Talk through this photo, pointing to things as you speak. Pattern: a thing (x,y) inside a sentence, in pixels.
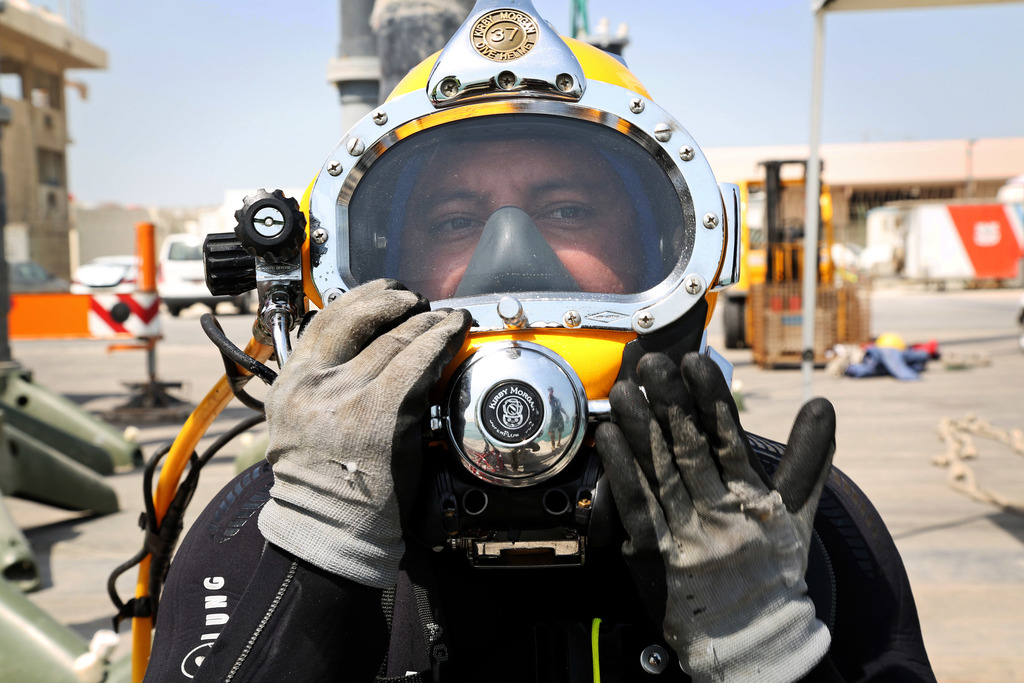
In this image, we can see a person (895,568) wearing gloves (712,547) and diving helmet (529,336). In the background (830,273), we can see the sky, vehicles (829,236), building (17,176), house (862,204), poles (814,245) and few objects (857,264).
